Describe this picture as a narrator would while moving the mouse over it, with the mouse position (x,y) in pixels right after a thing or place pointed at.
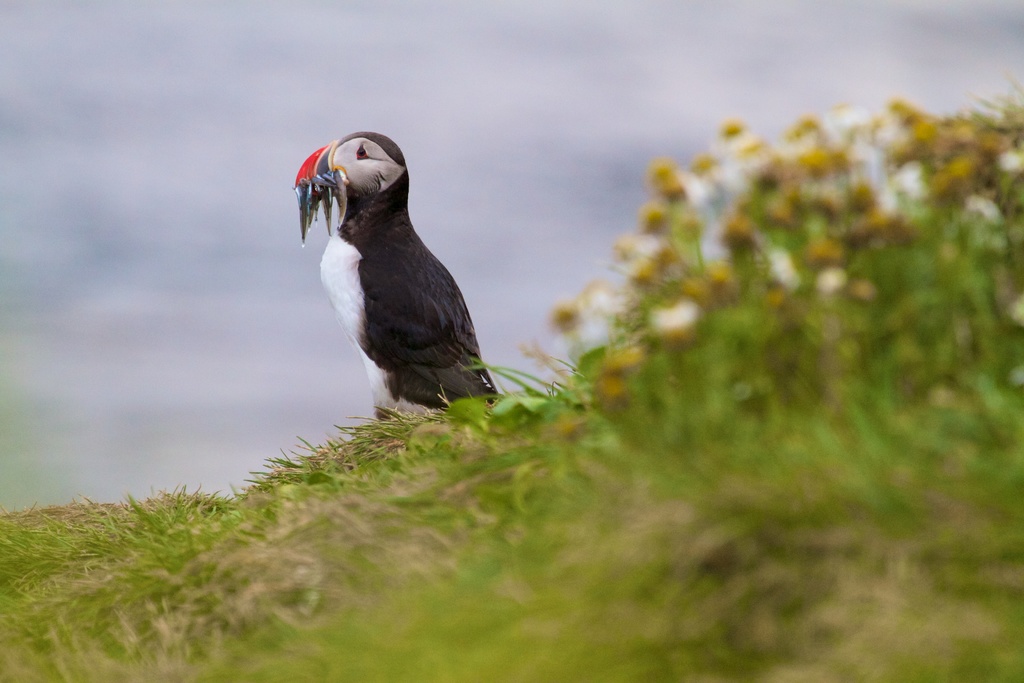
In this image, we can see a bird (447,372). At the bottom (681,604), there is a grass (725,567), plants (753,414) with flowers (726,220). Background (713,90) there is a sky (483,171).
